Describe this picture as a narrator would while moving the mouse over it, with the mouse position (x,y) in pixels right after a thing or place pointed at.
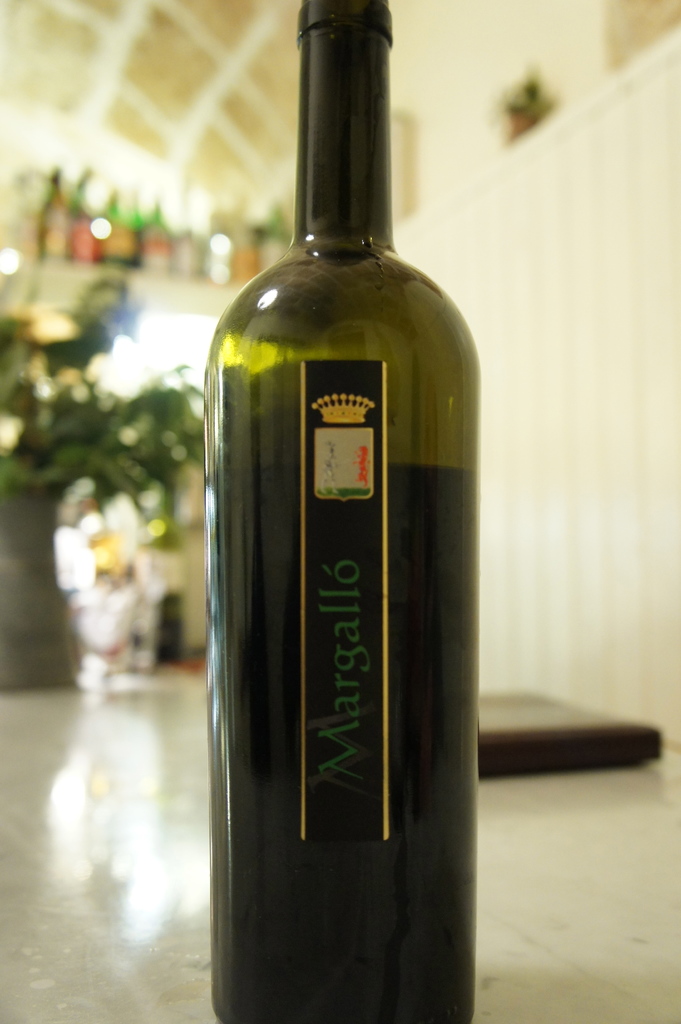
This image consists of a bottle (398,316) which has margallo written on it. It is in green colour. Behind that there are shrubs (157,482) on the left side (162,389). On the top (54,222) there are so many bottles (241,257).
